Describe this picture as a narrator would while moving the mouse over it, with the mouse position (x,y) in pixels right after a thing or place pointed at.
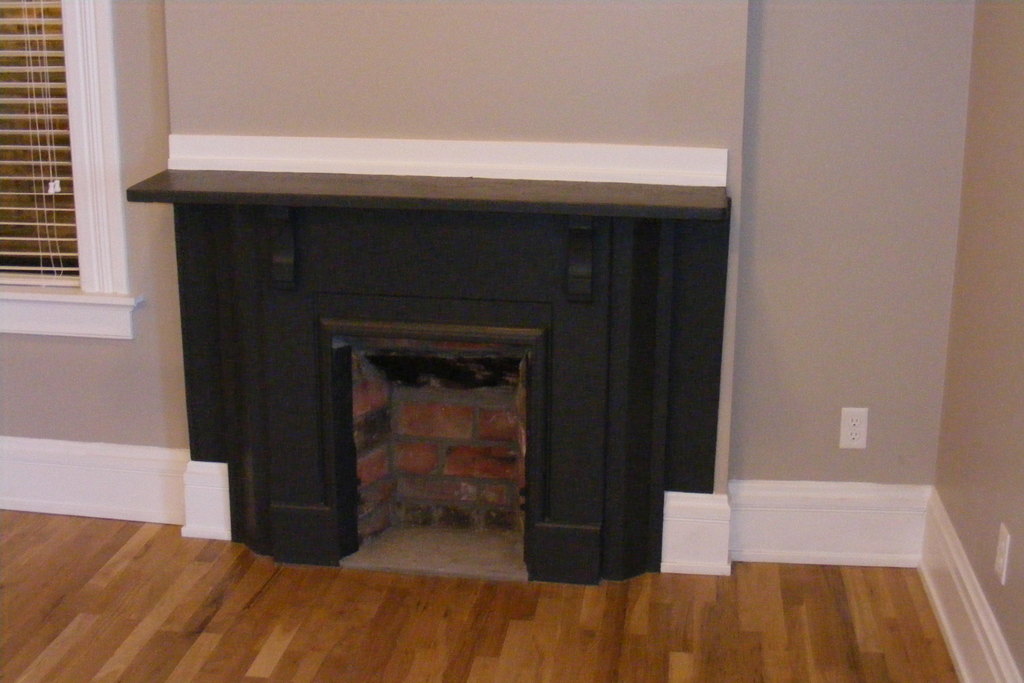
This image is taken indoors. At the bottom of the image (129,624) there is a floor (721,615). In the middle of the image (449,366) there is a fireplace (515,457). There are two walls (842,248) with a window (39,312) and a window blind (15,115).
